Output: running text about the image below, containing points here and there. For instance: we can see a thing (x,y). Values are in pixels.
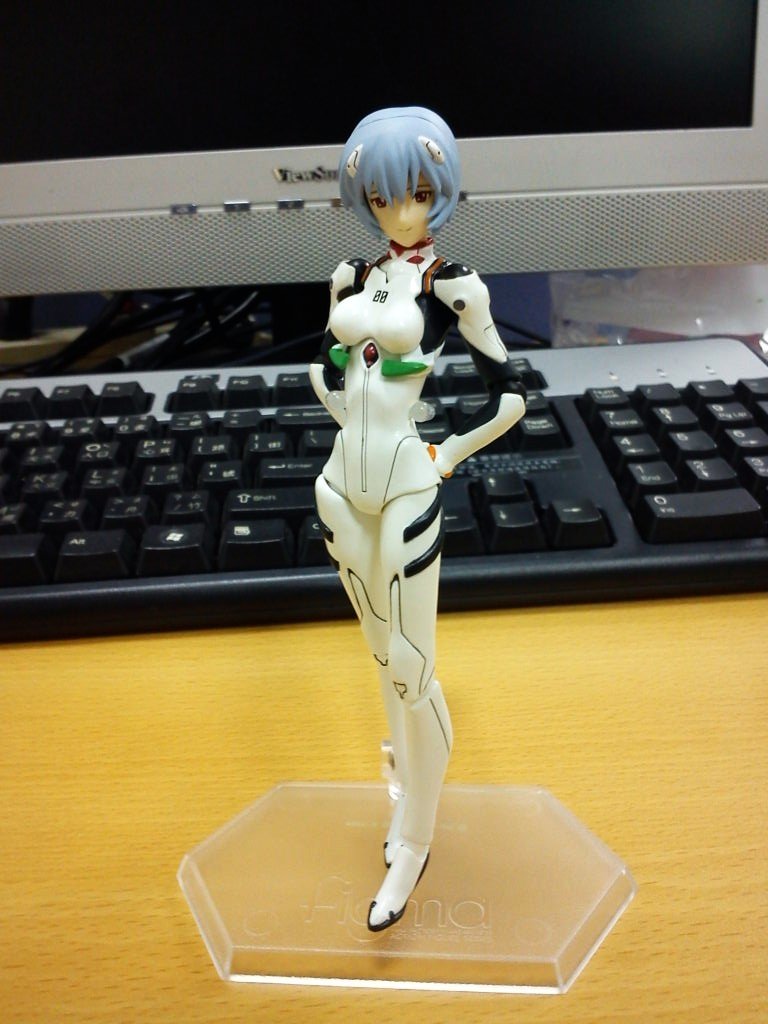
In this image we can see one toy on the wooden table (46,355), some objects (580,309) on the table (760,704), one computer (537,265) with wires (96,328) and keyboard (145,512) on the table (251,765).
